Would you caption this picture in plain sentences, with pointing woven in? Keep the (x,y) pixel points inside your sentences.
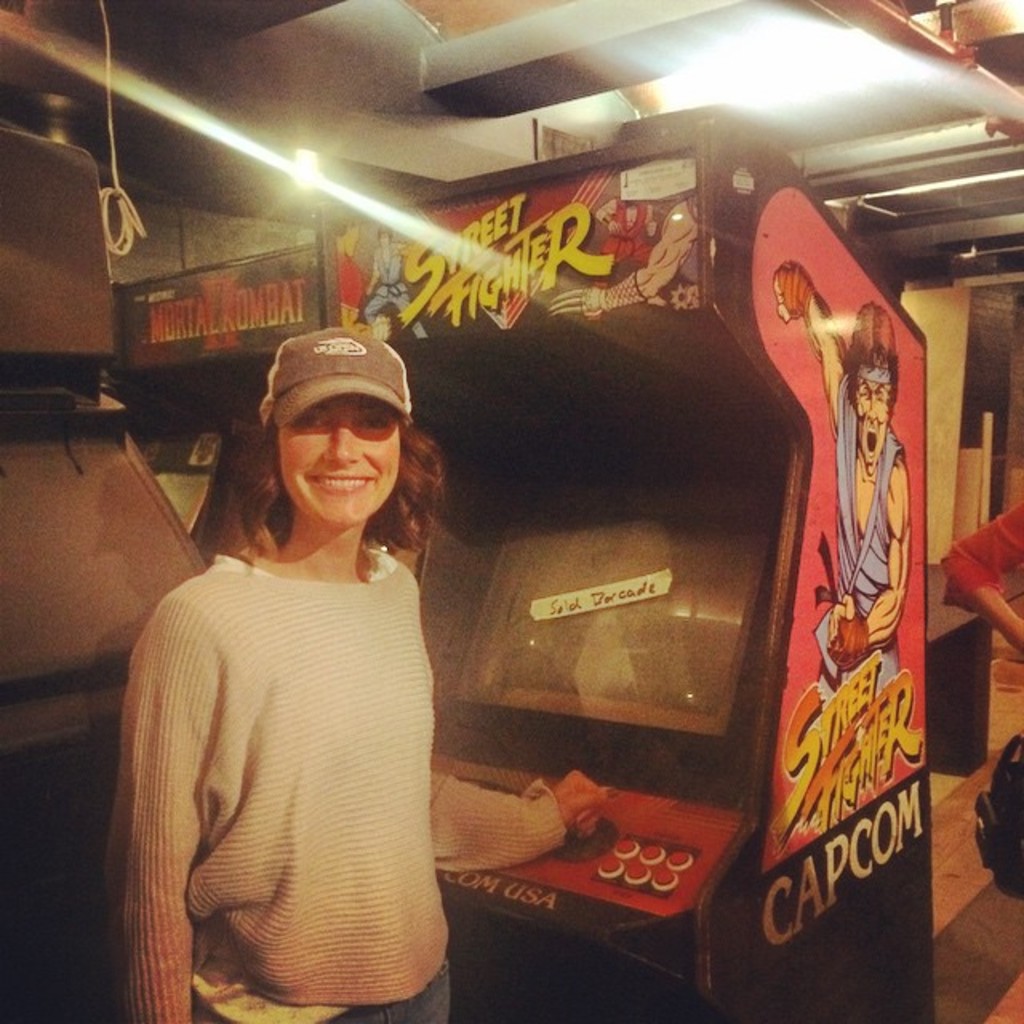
In this image, there is a person's (417,620) wearing clothes (417,620) and standing in front of the gaming machine (577,711). There is a light (299,163) in the top left of the image (318,163). There is an another person hand (981,595) on the right side of the image (954,564).
